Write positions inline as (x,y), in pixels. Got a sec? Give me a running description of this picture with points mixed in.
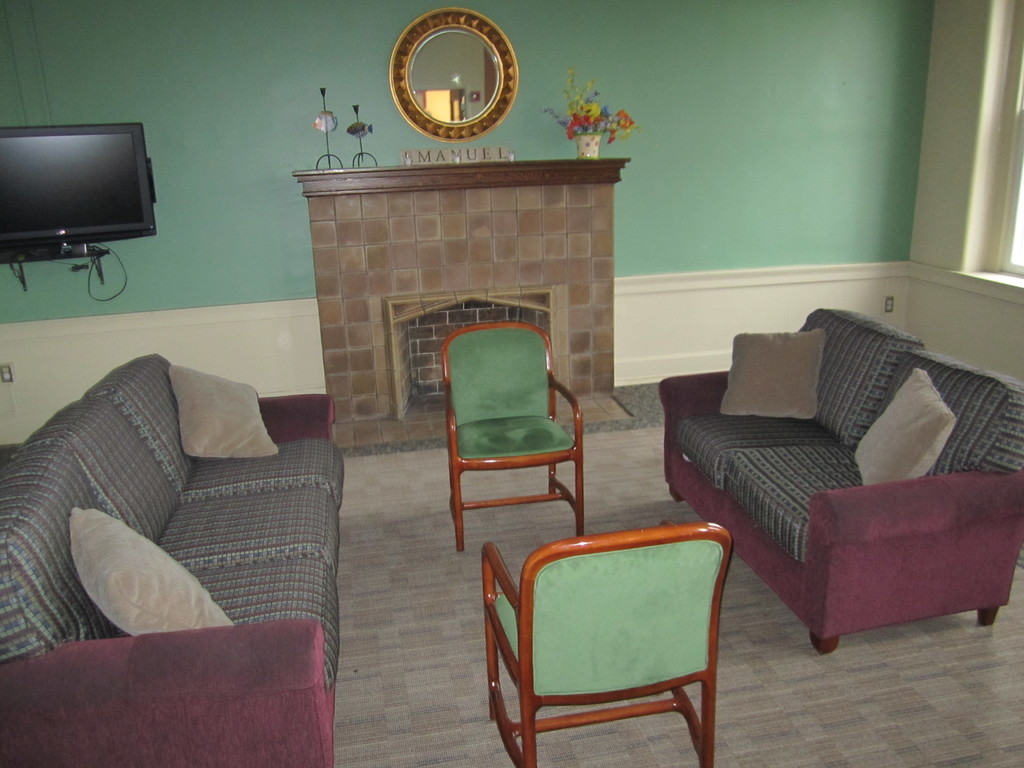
in the room (279,555) there is a sofa (785,427) and in the center (497,393) there are 2 chairs (499,576). at the back (463,107) there is a mirror (439,97) and at the left (31,178) there is a t. v (39,197).
